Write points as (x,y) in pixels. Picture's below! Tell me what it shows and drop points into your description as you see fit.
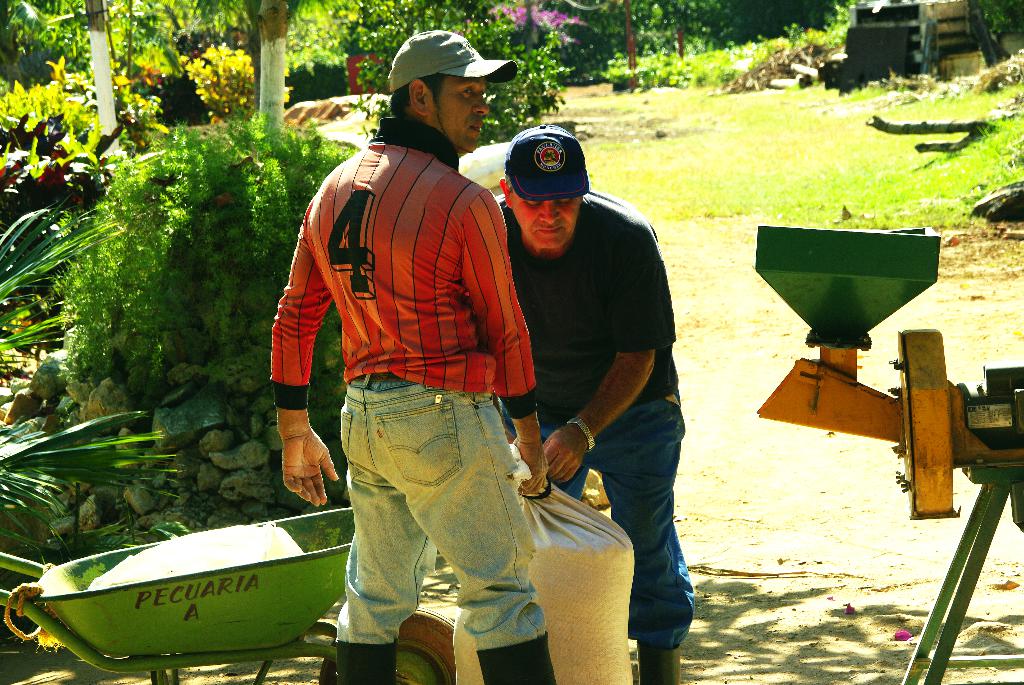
In this image these are the trees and grass (845,167). There are stones (119,490). There is a machine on the right side (996,482). There is a dustbin trolley (169,581) on the left side (307,531). There is a bag (586,542). There are two people (493,498) who are holding the bag (572,535).
